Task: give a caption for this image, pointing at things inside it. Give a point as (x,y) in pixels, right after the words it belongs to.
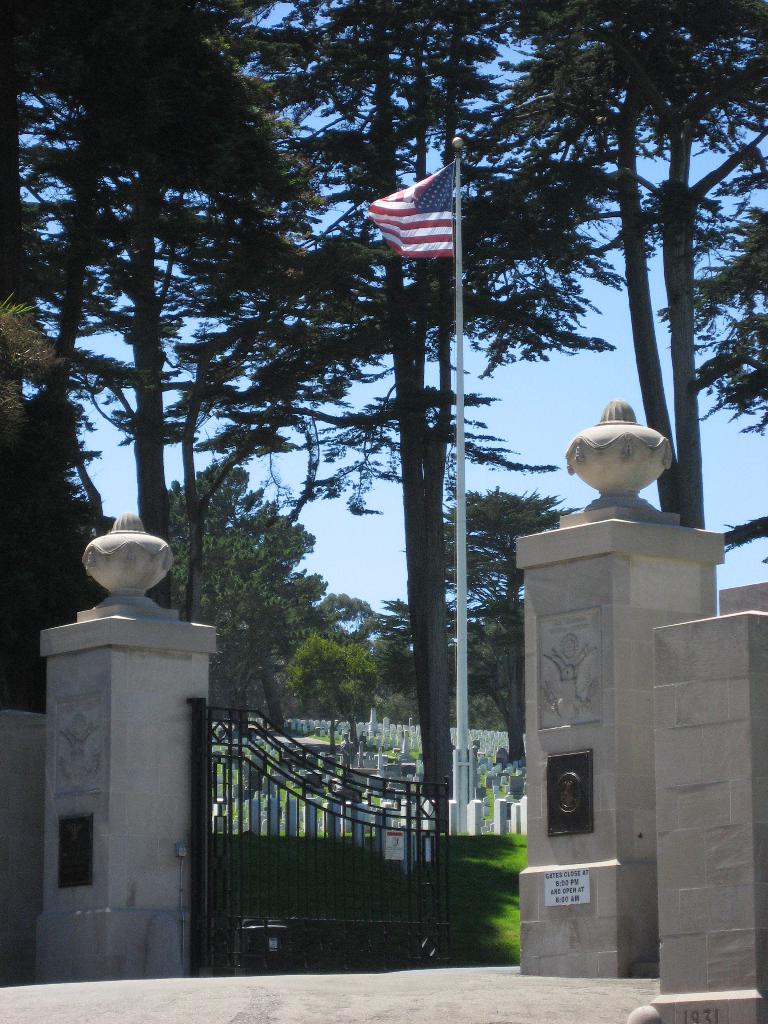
In this image there are pillars (159,777), wall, gate (384,821), flag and few objects (512,824) on the surface (493,840) of the grass (444,840), trees (692,391) and the sky (551,369).
